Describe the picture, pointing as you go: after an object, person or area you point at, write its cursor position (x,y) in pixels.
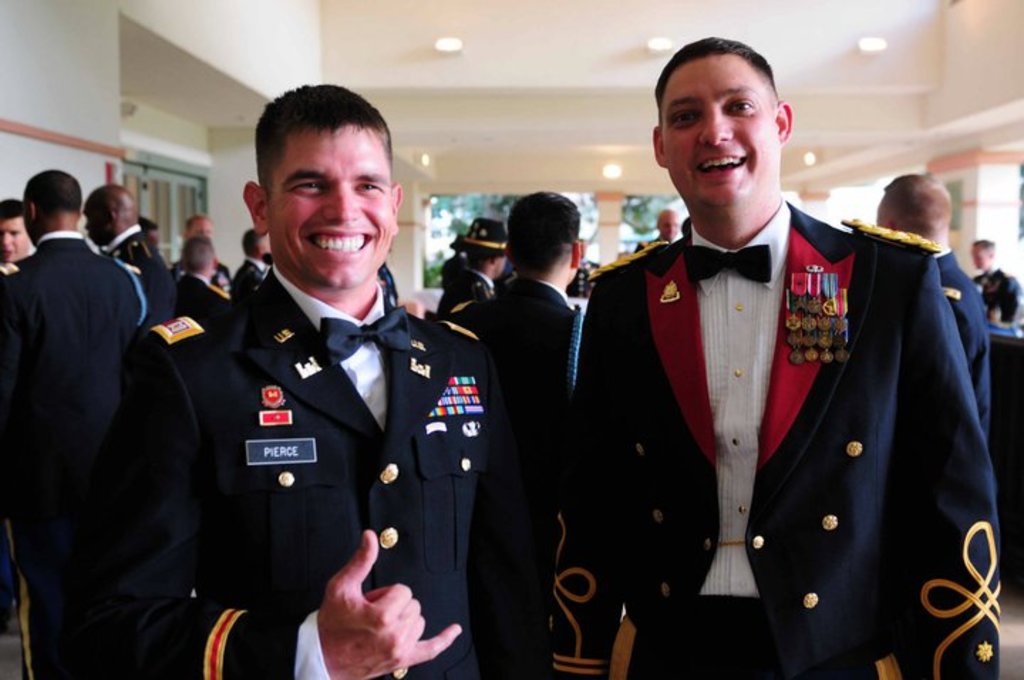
In this image I can see two persons (919,249) wearing a blue color jackets (715,451) they are standing and they are smiling and in the foreground (906,601) and in the background (49,224) I can see few persons (54,270), at the top (564,54) I can see the wall (30,25).
